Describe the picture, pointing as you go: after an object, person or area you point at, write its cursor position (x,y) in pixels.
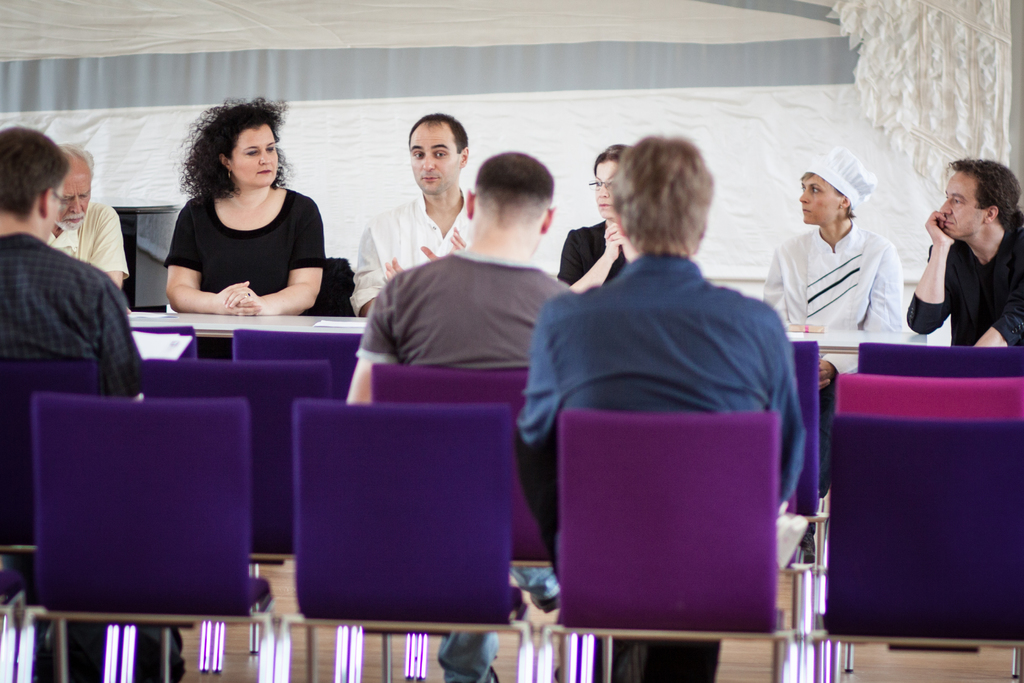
This picture describes a group of people (477,266) seated on the chairs (349,493).
